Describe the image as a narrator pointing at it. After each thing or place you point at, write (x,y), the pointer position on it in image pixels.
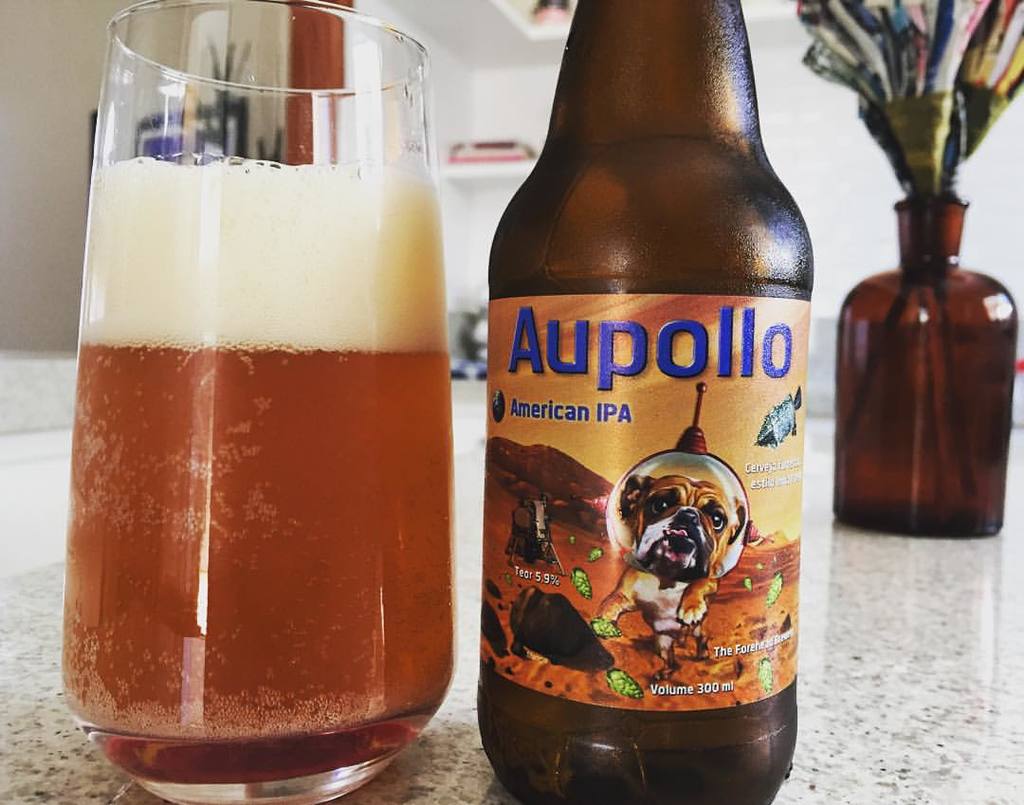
On the table (923,606) to the left side (76,440) there is a liquid (256,477) in it. To the right side of the glass (357,439) there is a bottle (715,526). To right top corner (916,218) there is a bottle (939,327) with paper decoration (916,81) in it.
